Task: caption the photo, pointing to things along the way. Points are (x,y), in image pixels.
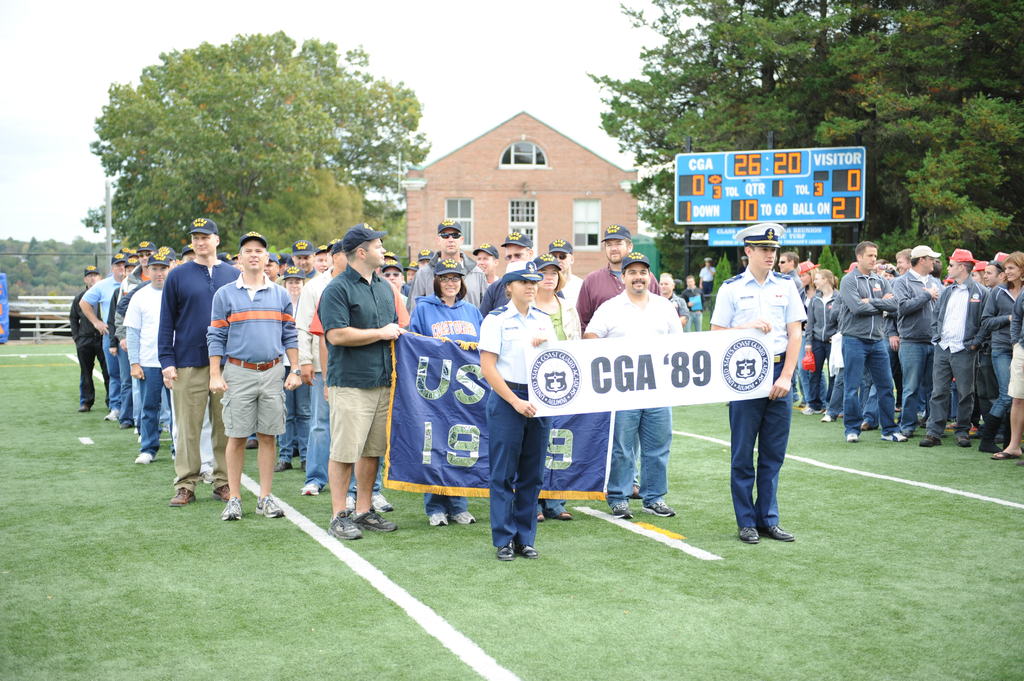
In this image I can see there are crowd of people (103,282) visible on ground (183,528) and I can see there are two people (795,322) holding a board (658,365), in the middle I can see the display (842,187), house (417,189) and trees (213,209) and at the top (341,54) I can see the sky (633,38).
